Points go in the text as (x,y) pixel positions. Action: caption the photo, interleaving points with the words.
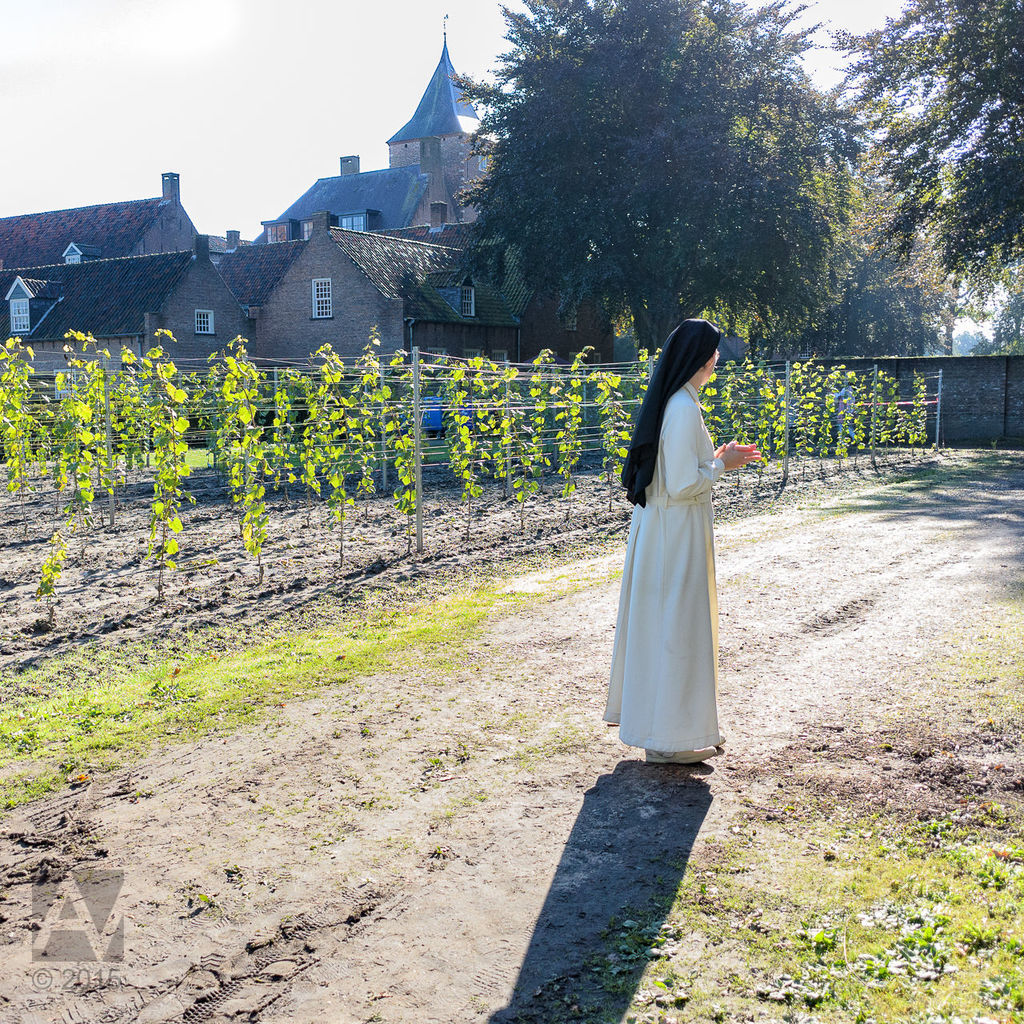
In this picture I can see a person (651,616) in the middle (665,645) on the left side (206,282) there are plants (484,418), houses (373,300). On the right side (997,92) I can see the trees (851,260) and the wall (971,392), at the top (316,121) there is the sky (370,126), in the bottom left hand side (102,925) there is a watermark (70,950).
